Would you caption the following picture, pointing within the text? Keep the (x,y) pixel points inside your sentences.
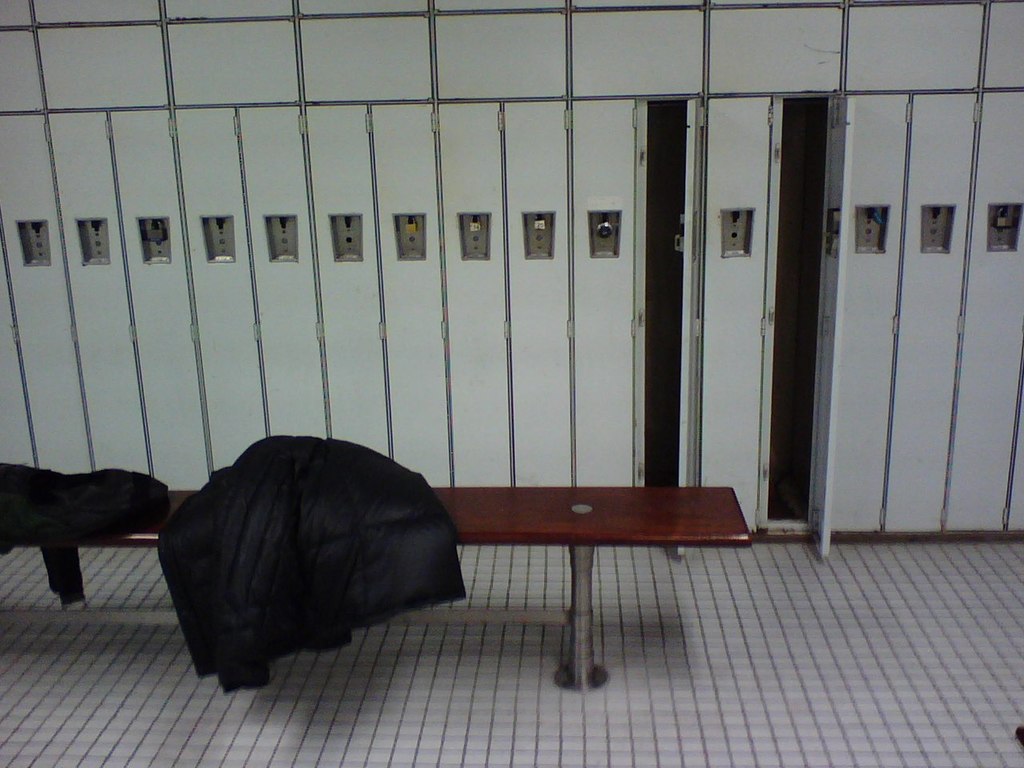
In this picture we can see a bench (708,514) on floor (262,703) with jackets (232,485) on it and in the background (546,184) we can see cupboards (179,388).
